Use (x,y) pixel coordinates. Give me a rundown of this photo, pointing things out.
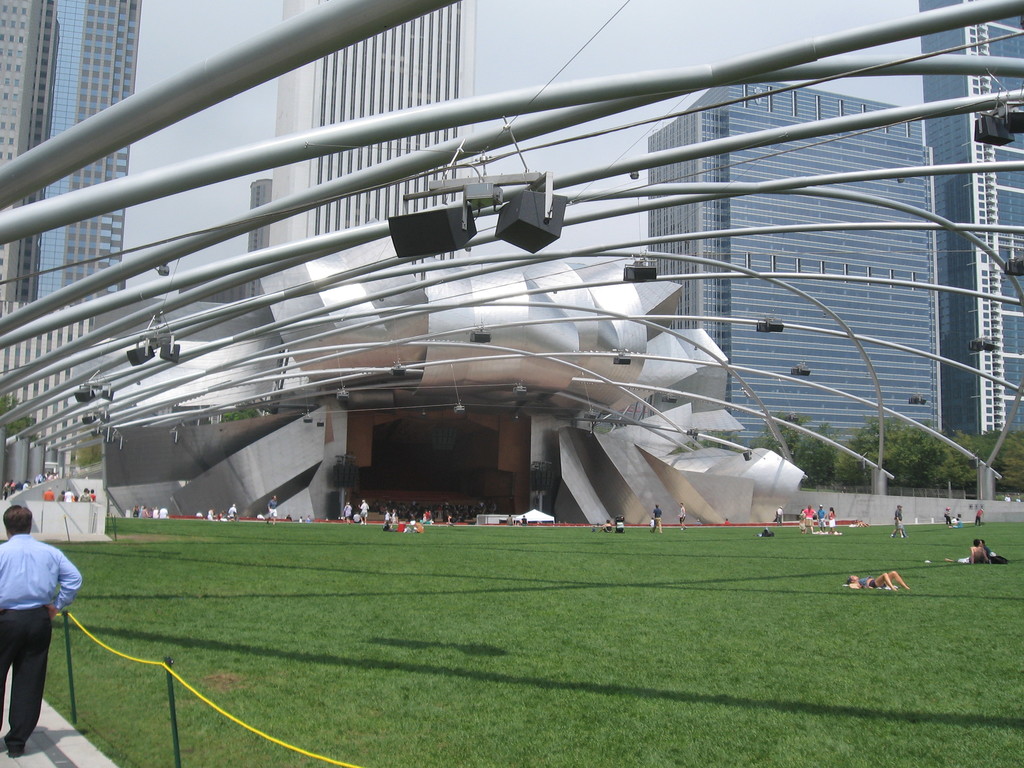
In this image at front (16,650) there is a person (54,617) standing on the road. Beside him there is fence (168,679). At the right side of the image (764,614) there is grass (556,602) on the surface (574,602) where some people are lying on the grass (823,572) and some are walking on the surface (536,527) of the grass (602,567). At the back side (766,462) there are trees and buildings (377,100). At the top (189,33) there is sky (201,23).
